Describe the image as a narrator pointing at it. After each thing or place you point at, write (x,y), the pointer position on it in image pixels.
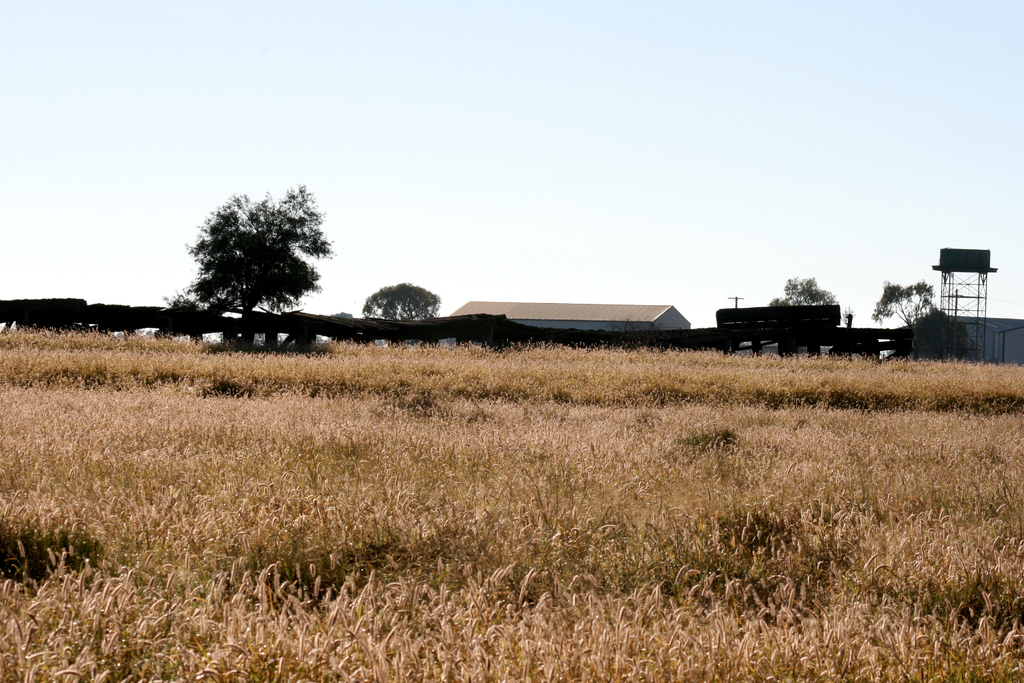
In this image there are wheat fields (430,468), in the background (921,354) there are trees (380,308), sheds (476,309), tank (974,263) and the sky (641,228).
